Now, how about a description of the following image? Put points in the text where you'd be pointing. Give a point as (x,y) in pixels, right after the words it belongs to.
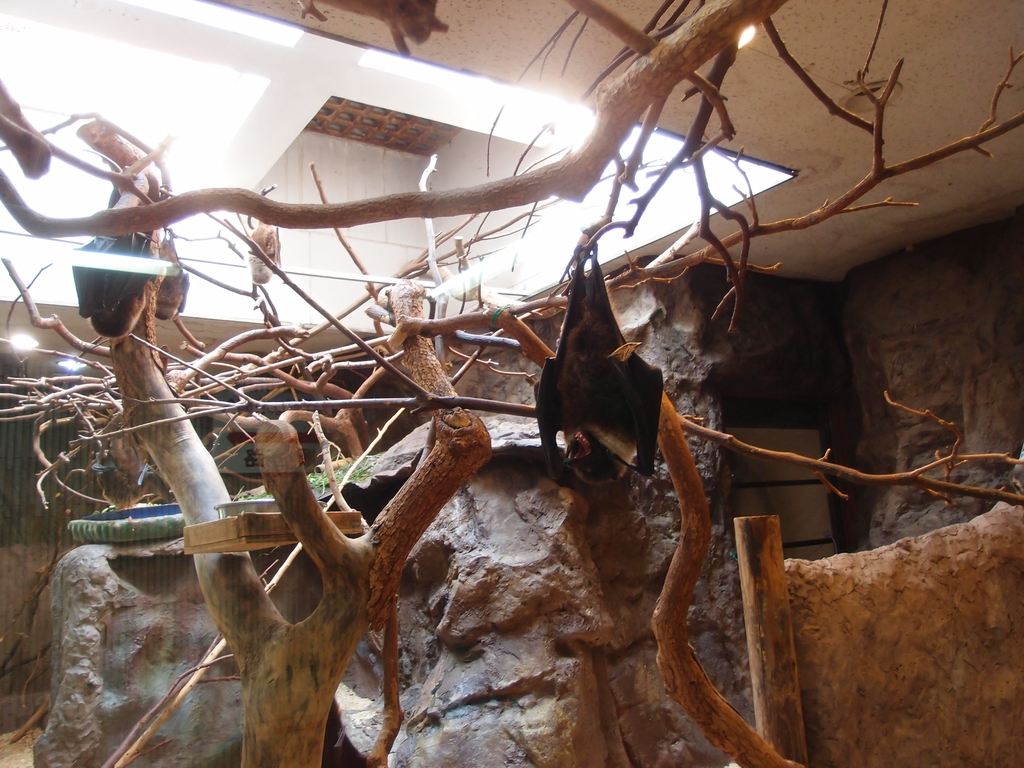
In this image there is a tree (304,687) having few bats (82,295) hanging from the branches (525,184) of it. Behind there is a rock (539,496). Top of image (323,31) there is a roof (861,164).
